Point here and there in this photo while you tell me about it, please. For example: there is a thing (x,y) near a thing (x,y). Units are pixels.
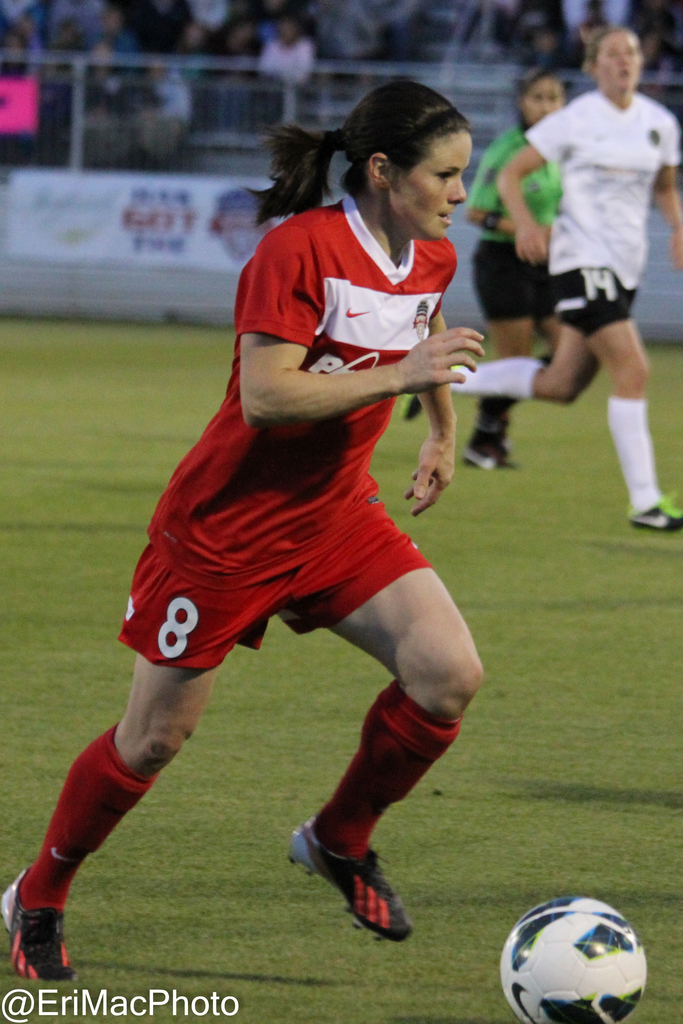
In the foreground of the picture (377,732) there is a woman (327,450) playing football (575,958). This is a picture taken in a football ground (634,685). The background (53,48) is blurred. In the center of the background (607,327) there are two women (547,286) running. At the top (148,117) there are people (236,36) sitting in chair (452,24) and there is railing (163,147) and hoarding (147,241).
